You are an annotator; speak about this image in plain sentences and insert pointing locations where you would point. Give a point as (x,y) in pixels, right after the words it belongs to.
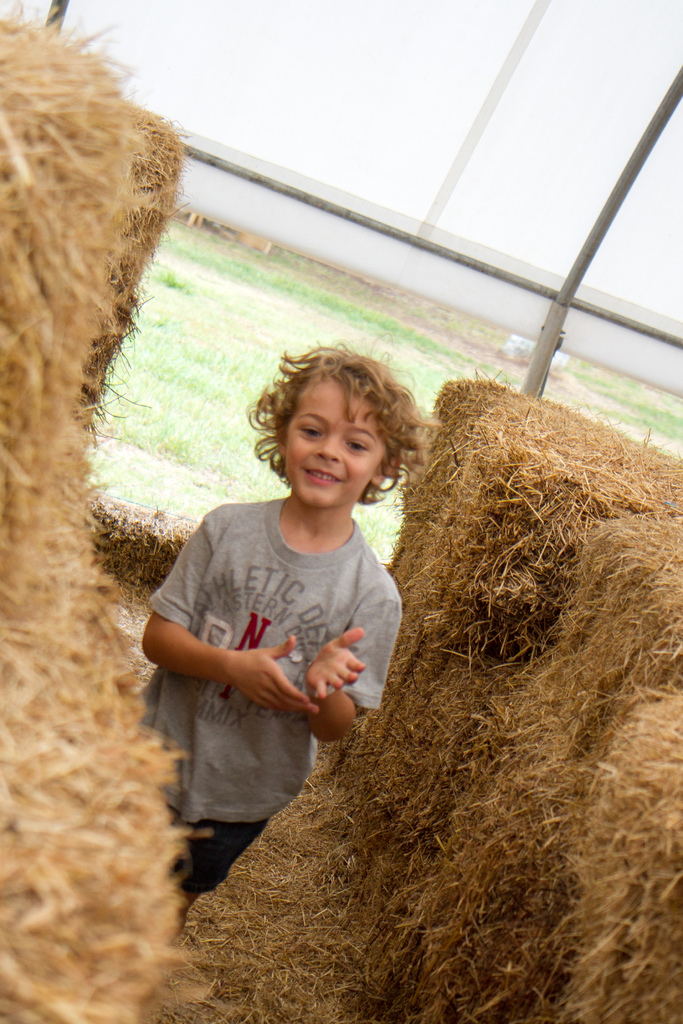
In this picture we can see a kid (306,574) is standing and smiling, on the right side (592,756) and left side (37,290) we can see hay (23,441), in the background (200,365) there is grass (202,385), it looks like a banner (448,153) in the background (367,120).
